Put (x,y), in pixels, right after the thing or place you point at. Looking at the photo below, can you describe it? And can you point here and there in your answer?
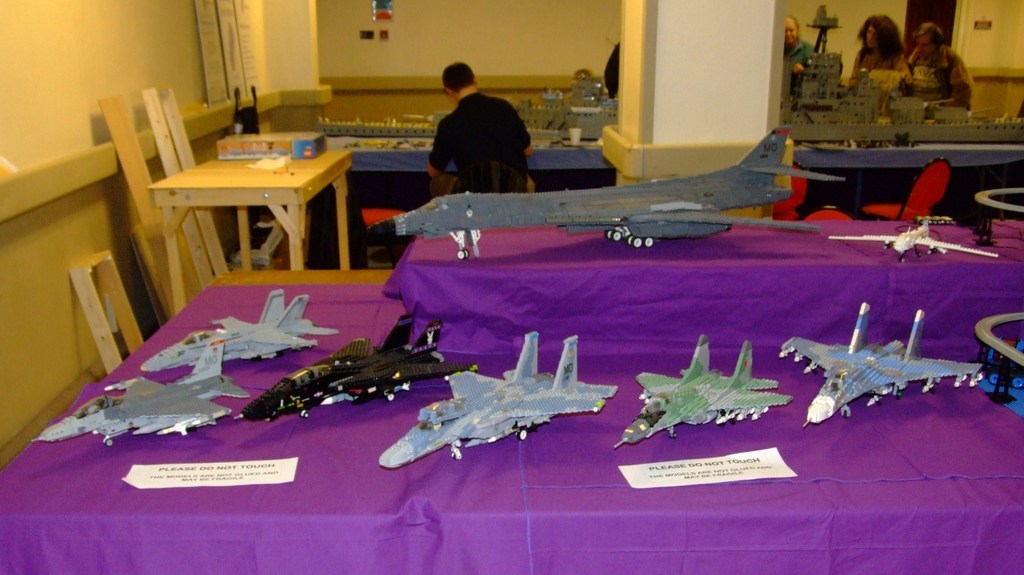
In this picture we can see some toys (394,369) like aeroplanes (572,381) of different shapes are on the table (582,418) and behind the table (312,358) there are some people (454,126) who are standing around the tables (309,172) on which there are some things (593,113).
